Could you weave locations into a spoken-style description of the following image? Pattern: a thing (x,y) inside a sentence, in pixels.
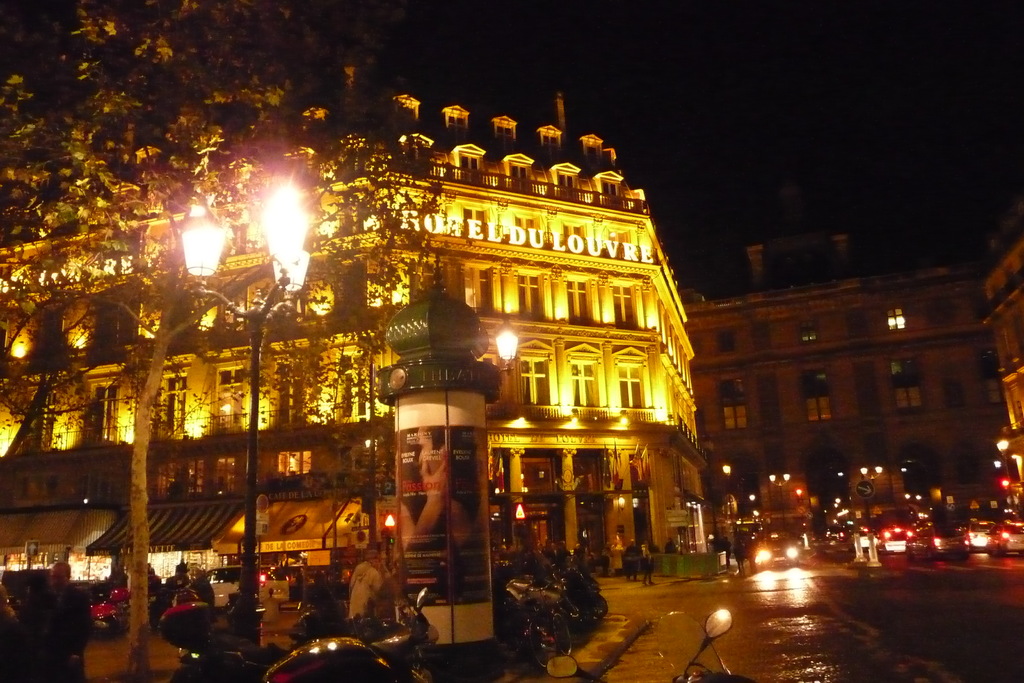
In this picture we can see the buildings (714,347), windows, lights (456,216), poles (250,512), boards (485,547), trees (87,410), vehicles (1017,537). At the bottom of the image (917,651) we can see the road (897,681) and some people (13,606) are standing. At the top of the image (813,58) we can see the sky (670,31).
